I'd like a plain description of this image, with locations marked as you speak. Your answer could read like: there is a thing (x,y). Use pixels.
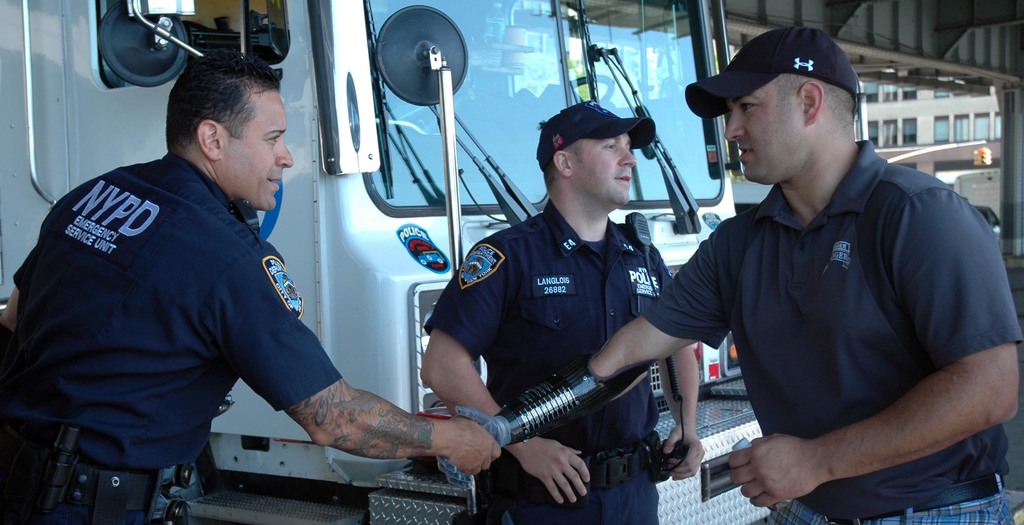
In this picture we can see 2 men (841,226) looking at each other and shaking hands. In the background (400,343), we can see another man (545,131) and a truck (456,191).
